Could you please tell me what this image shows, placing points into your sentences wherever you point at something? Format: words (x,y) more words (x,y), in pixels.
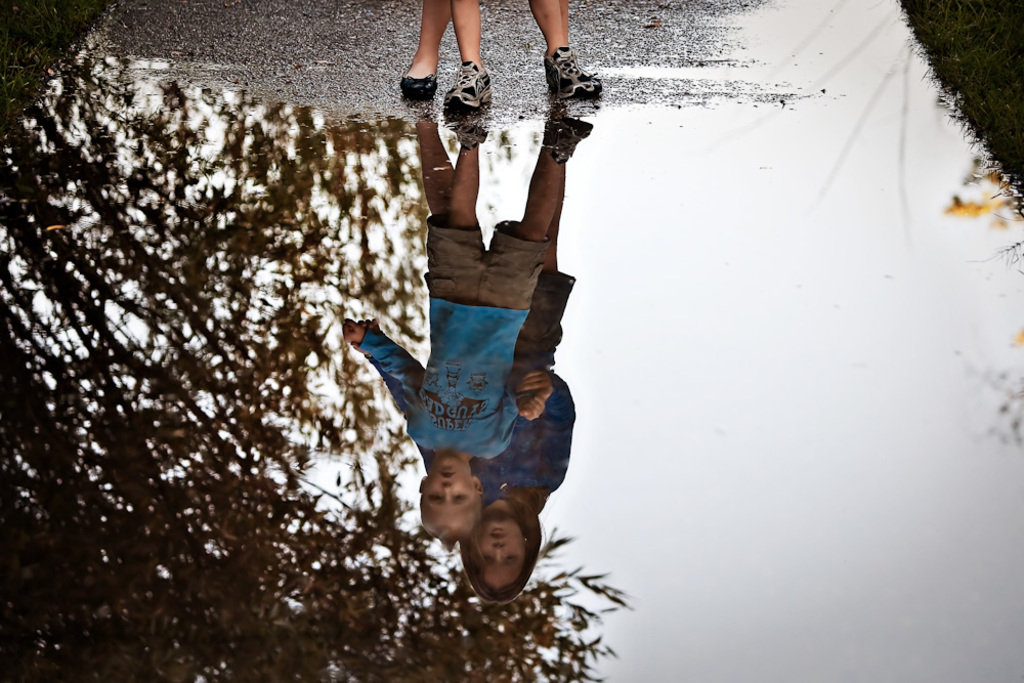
In this picture we can see water (534,253) and grass (45,56), in this water (403,331) we can see reflection (403,474) of people (482,360), tree (452,572) and sky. At the top of the image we can see legs (461,21) of people (463,56).
